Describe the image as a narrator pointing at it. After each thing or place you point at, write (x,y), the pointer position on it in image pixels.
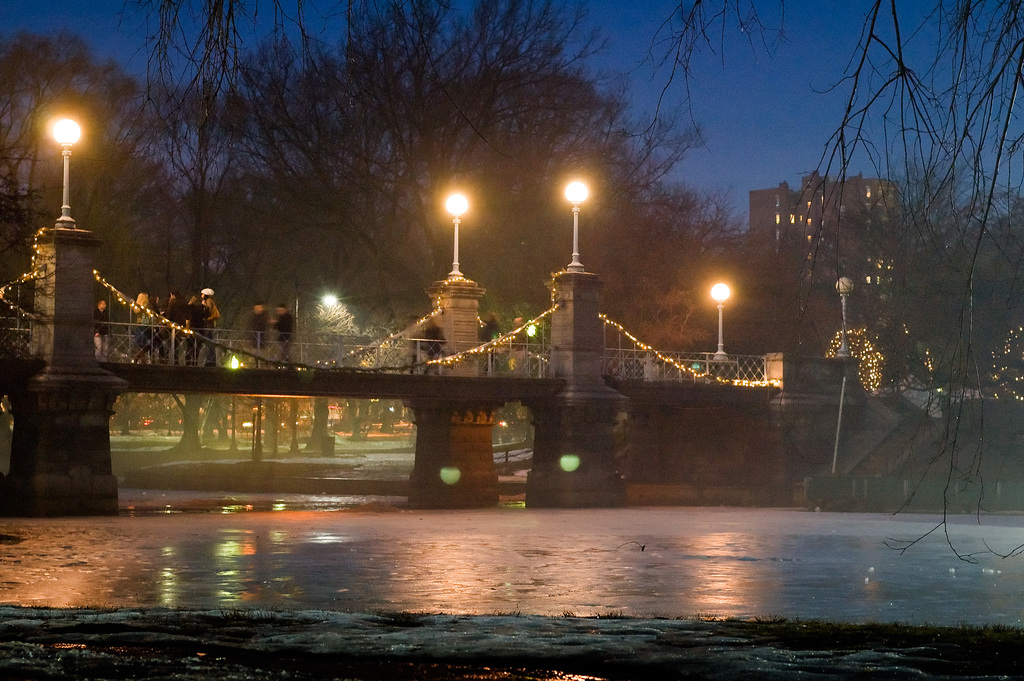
In the image there is a bridge (698,396) in the back (497,402) with few people (192,302) walking on it and street lights (56,129) on either side of it and below its a lake (269,517) and behind it there are trees (581,240), over the background (855,217) there is a building (799,194) and above its sky (785,114).
